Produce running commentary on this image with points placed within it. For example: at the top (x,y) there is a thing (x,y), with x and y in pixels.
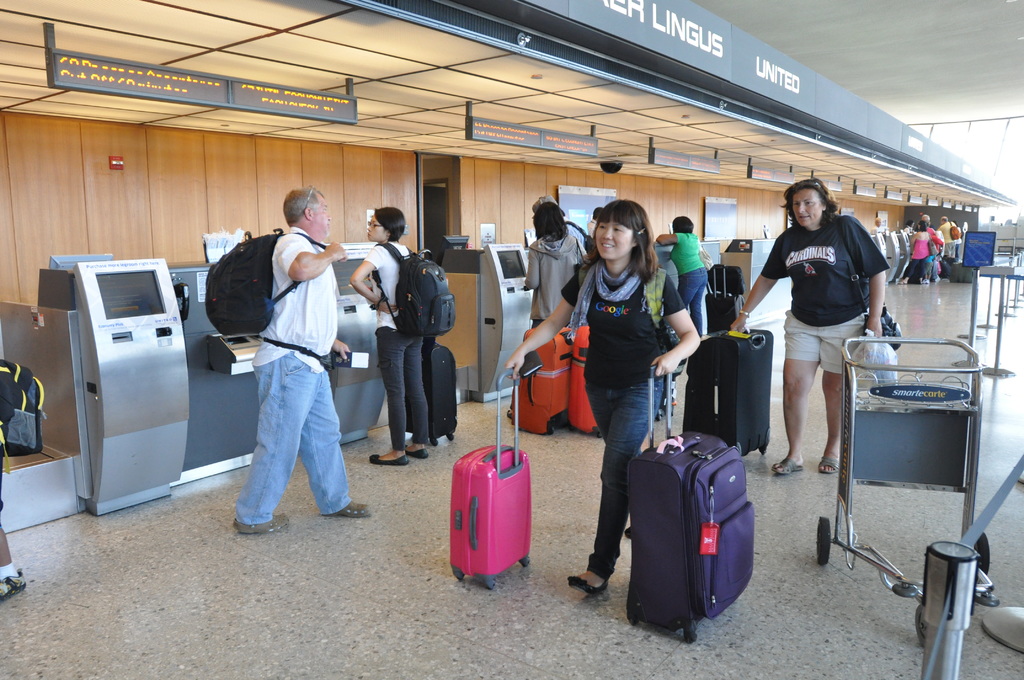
people (921,249) are walking in airport (929,337). the person (615,375) at the front (588,387) is wearing a black t shirt (627,353) and walking. she is holding a pink and a purple briefcase (530,511) in her hands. behind her a person (799,305) is wearing a black t shirt (825,299) and cream shorts (816,358) is carrying a black briefcase (747,358). at the left (313,316) people (298,318) are standing wearing black backpacks (428,283). at the left (143,295) there are machines (168,353). on the top (94,68) there are hoardings (263,91). above that on the hoarding (743,76) on which united is written.
